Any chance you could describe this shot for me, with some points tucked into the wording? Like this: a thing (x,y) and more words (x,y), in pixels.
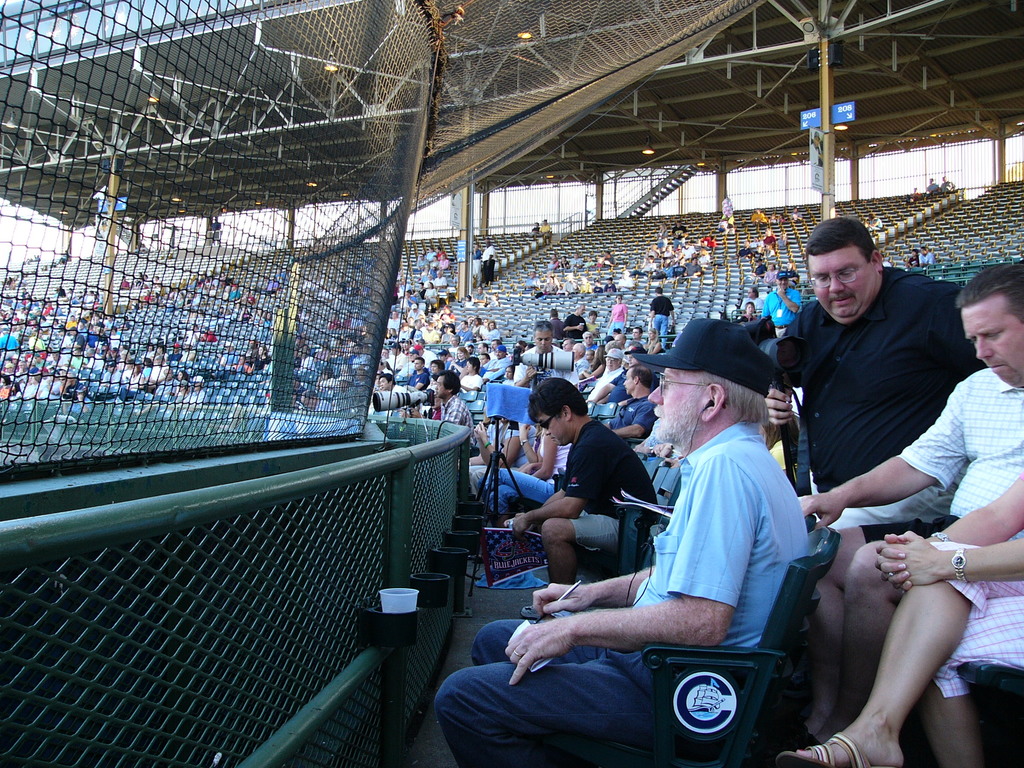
In this image it looks like a stadium (744,233) and there are people (597,281) sitting on the chairs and holding objects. We can see the stand (494,427) with a camera (532,355). There are rods (825,104), fence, boards (802,122), stairs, shed (611,151) and sky (29,226).
